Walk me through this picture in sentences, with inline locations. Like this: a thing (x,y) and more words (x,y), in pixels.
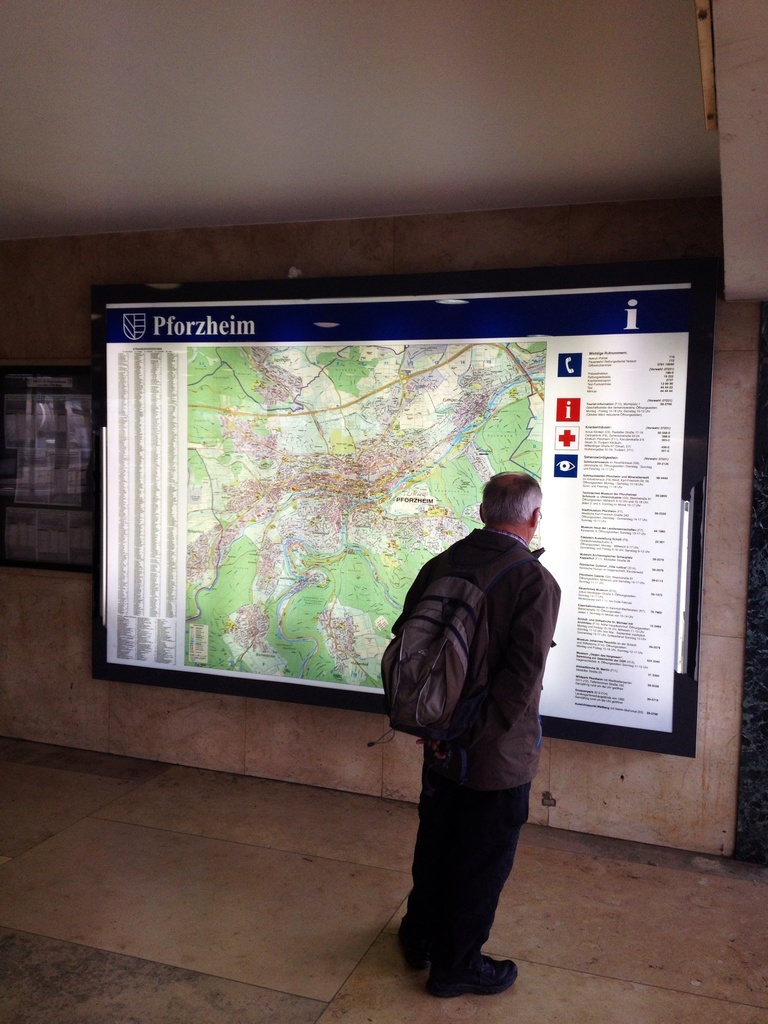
Here we can see a person (540,580) standing on the floor (540,895) and he wore a bag (447,619). In the background (120,386) we can see a screen (270,566), board (235,423), and wall (96,694).
